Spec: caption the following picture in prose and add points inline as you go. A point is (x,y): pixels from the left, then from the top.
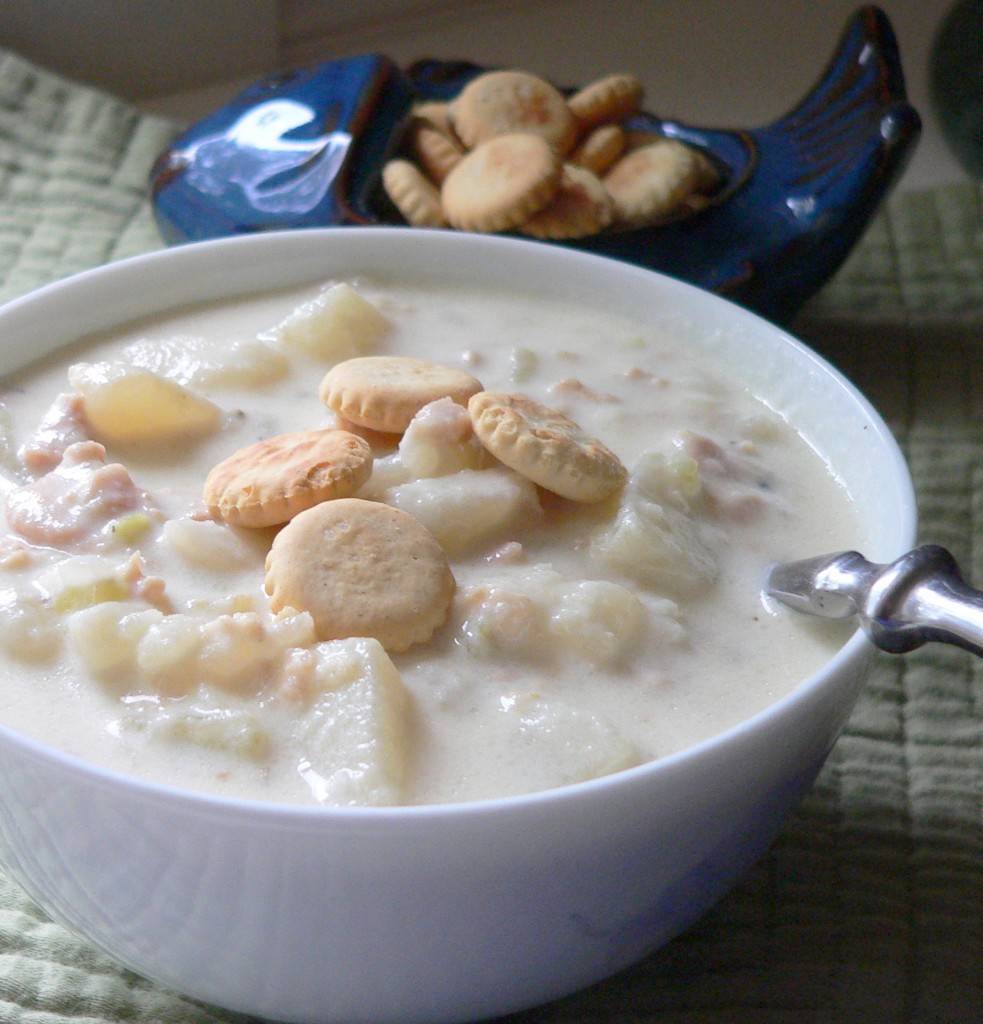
In this image we can see two bowls (824,256) with food items (520,489) on the cloth (755,882) and an object (882,598) looks like a spoon (868,605) in the bowl (887,556).
